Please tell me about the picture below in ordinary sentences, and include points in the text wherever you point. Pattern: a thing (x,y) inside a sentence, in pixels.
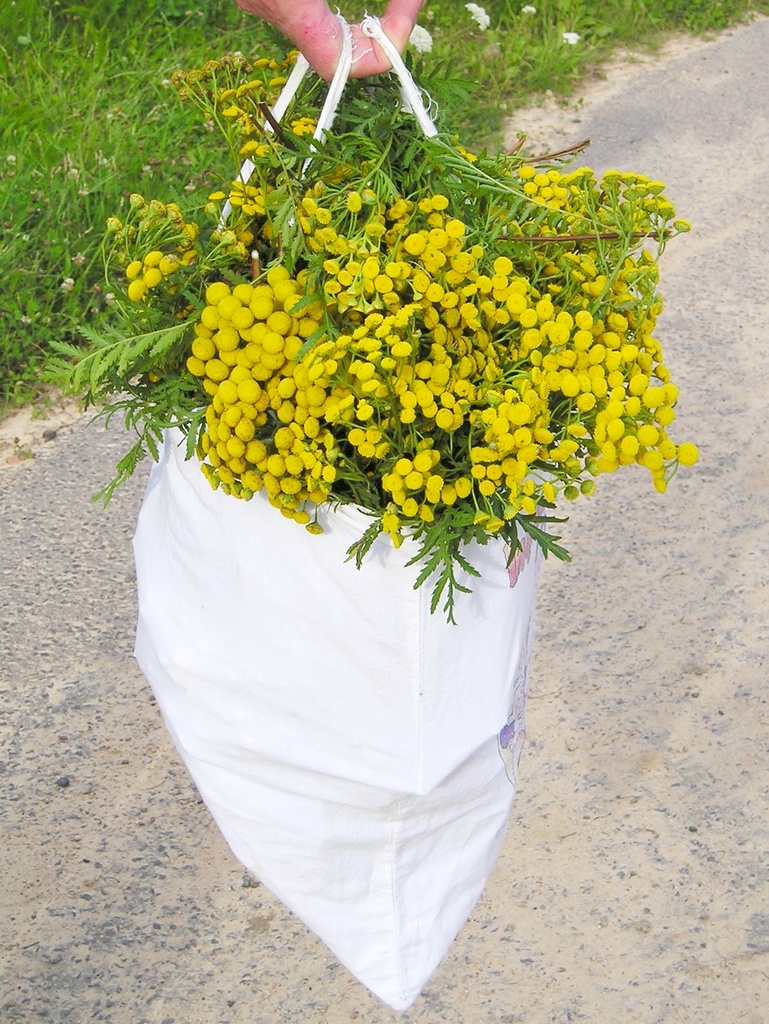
In this image, we can see a human finger (334,73) is holding a carry bag (434,631) filled with flowers (494,399), leaves (487,265) and stems (408,424). Background (684,795) there is a road (750,573) and grass (76,177).
